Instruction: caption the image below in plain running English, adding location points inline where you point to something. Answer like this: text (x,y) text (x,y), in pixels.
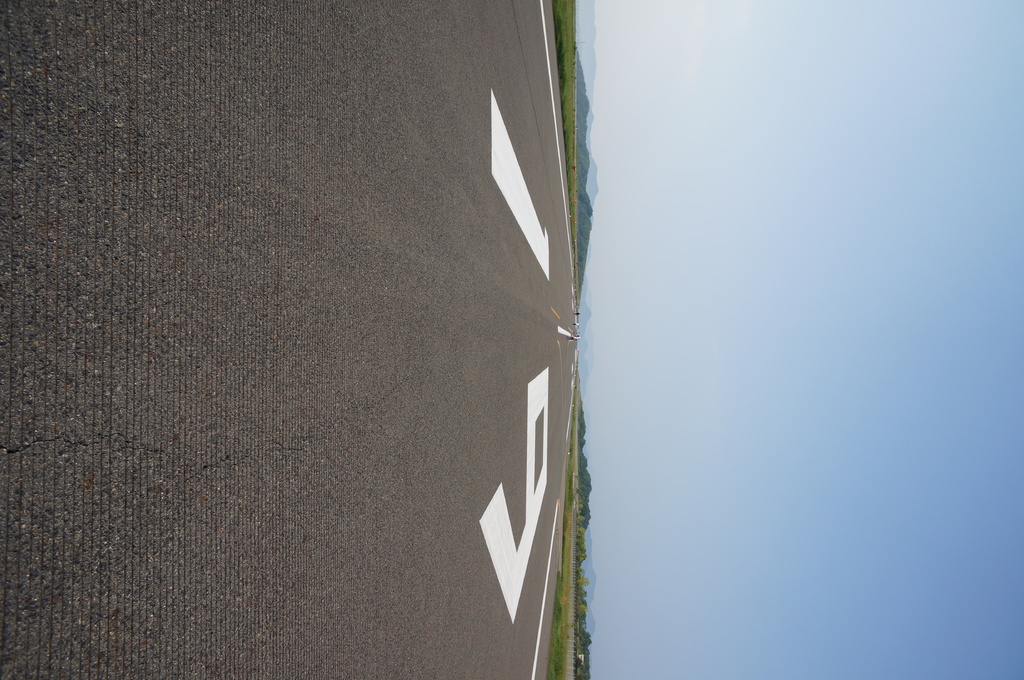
In this image I can see a road (415,212) on the left side (193,310) and I can see the sky (860,284) on the right side (970,249).
